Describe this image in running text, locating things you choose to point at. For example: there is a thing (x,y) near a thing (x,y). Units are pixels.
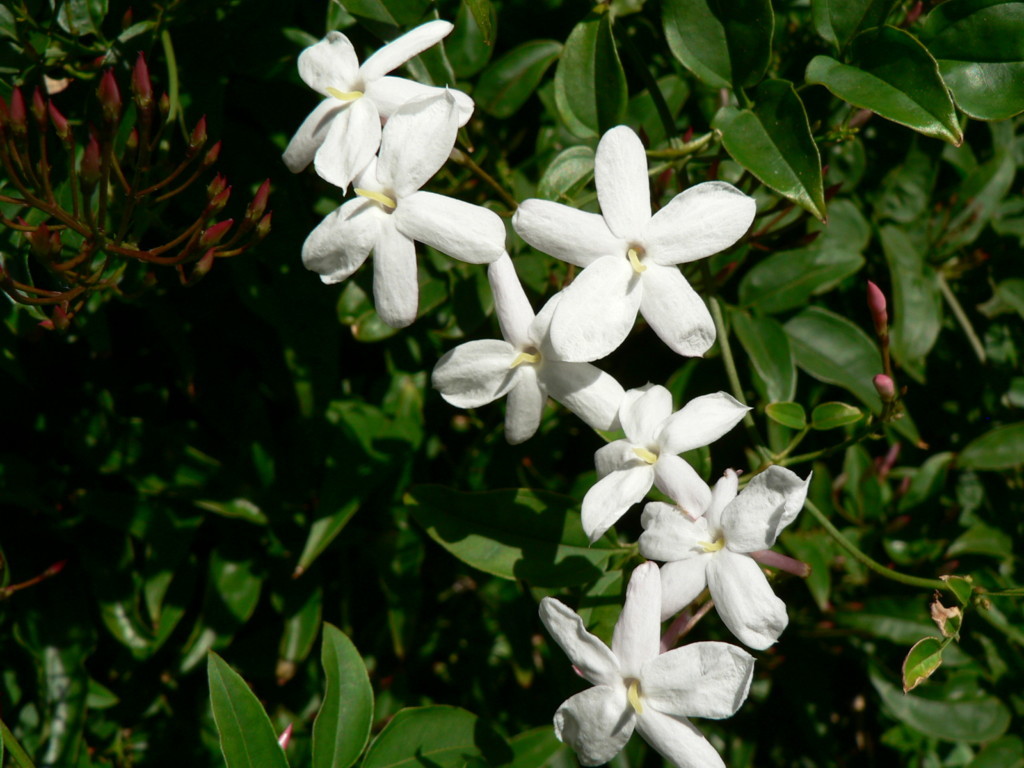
In the picture I can see flower plants (565,404). These flowers (609,519) are white in color.
